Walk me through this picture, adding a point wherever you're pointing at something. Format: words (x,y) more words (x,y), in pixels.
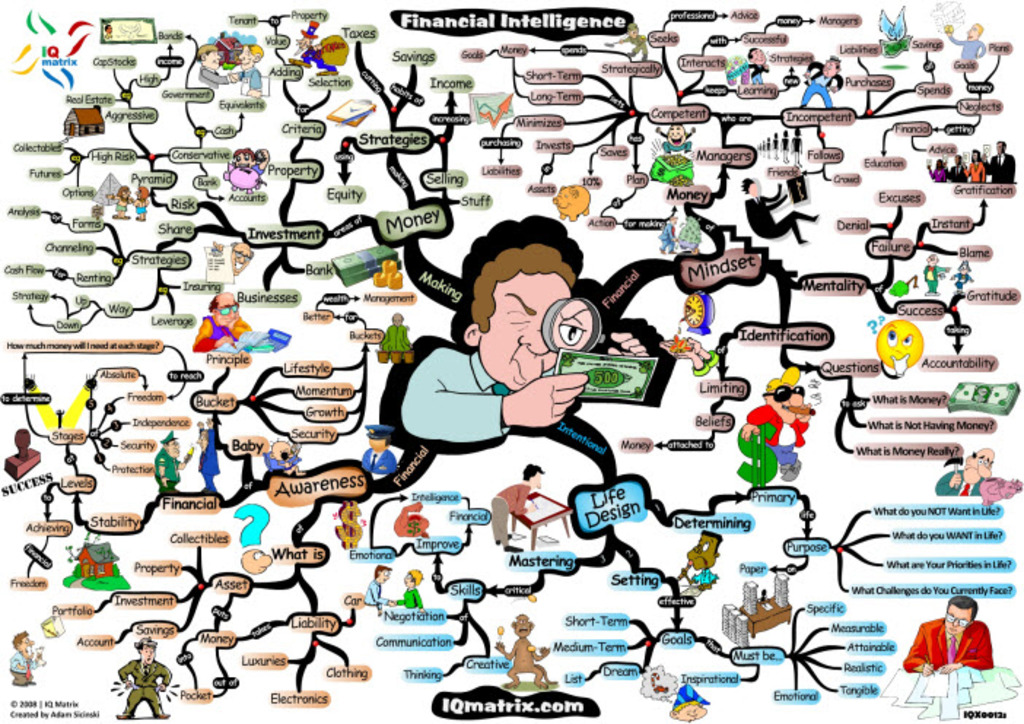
In this image there is a financial intelligence flow chart (557,86) with some cartoon images (590,331) of persons (583,315) and labels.
